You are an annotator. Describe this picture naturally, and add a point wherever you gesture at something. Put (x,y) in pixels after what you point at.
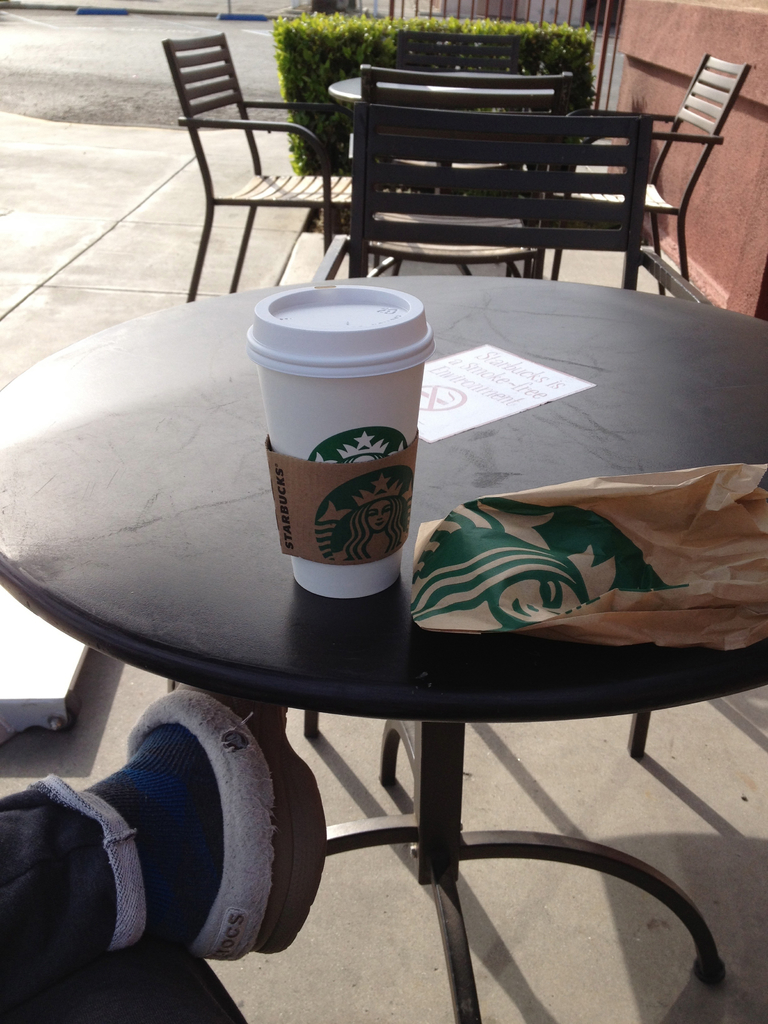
In this image we can see side tables (593,376), chairs (496,177) and a person (280,775) sitting on the chair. On the side table (548,421) we can see a paper (529,393) pasted on the table (581,376), disposal tumbler (385,532) and a paper bag (578,563). In the background (370,44) there are bushes (321,44) and road (82,66).
